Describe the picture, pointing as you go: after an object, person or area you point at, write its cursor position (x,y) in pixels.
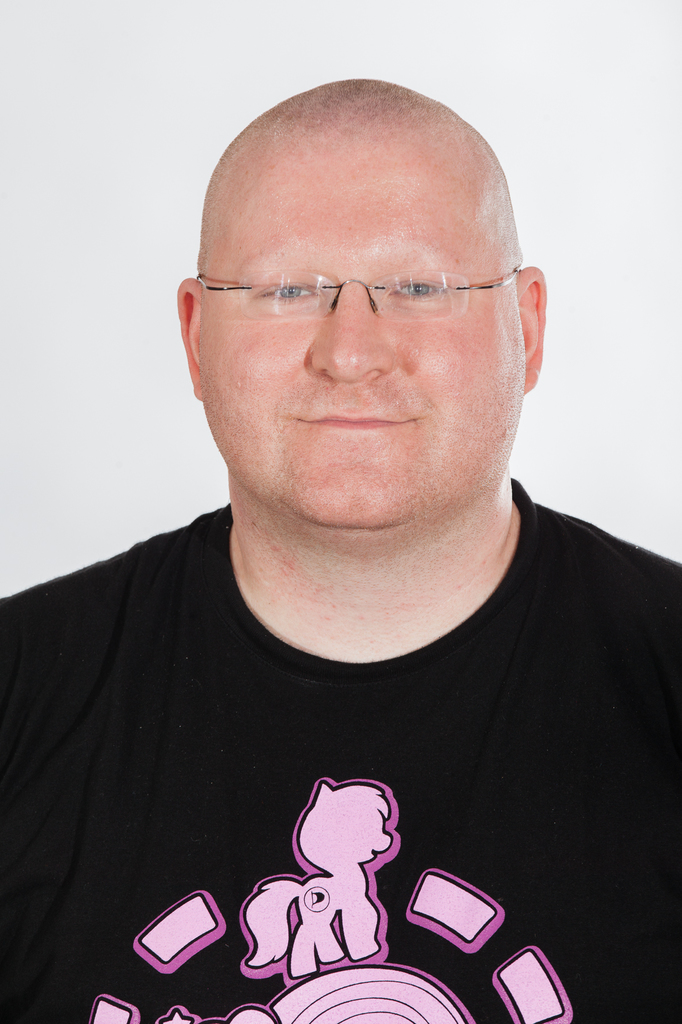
This image consists of a man (396,625) wearing black T-shirt (258,664). The background (98,21) is in white color.
